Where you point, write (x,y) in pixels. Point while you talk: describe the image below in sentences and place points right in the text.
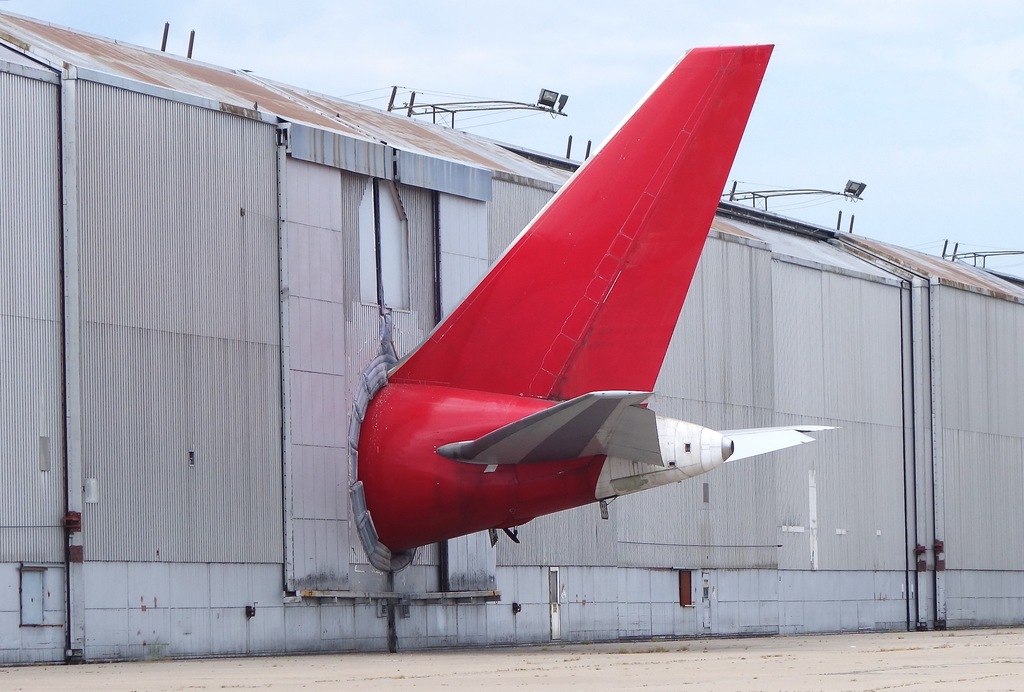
In this image, we can see a shed (257,586). Here there is a part of a plane (466,498). At the bottom (601,650), there is a walkway (562,681). Background (978,30) we can see the sky (269,68).
